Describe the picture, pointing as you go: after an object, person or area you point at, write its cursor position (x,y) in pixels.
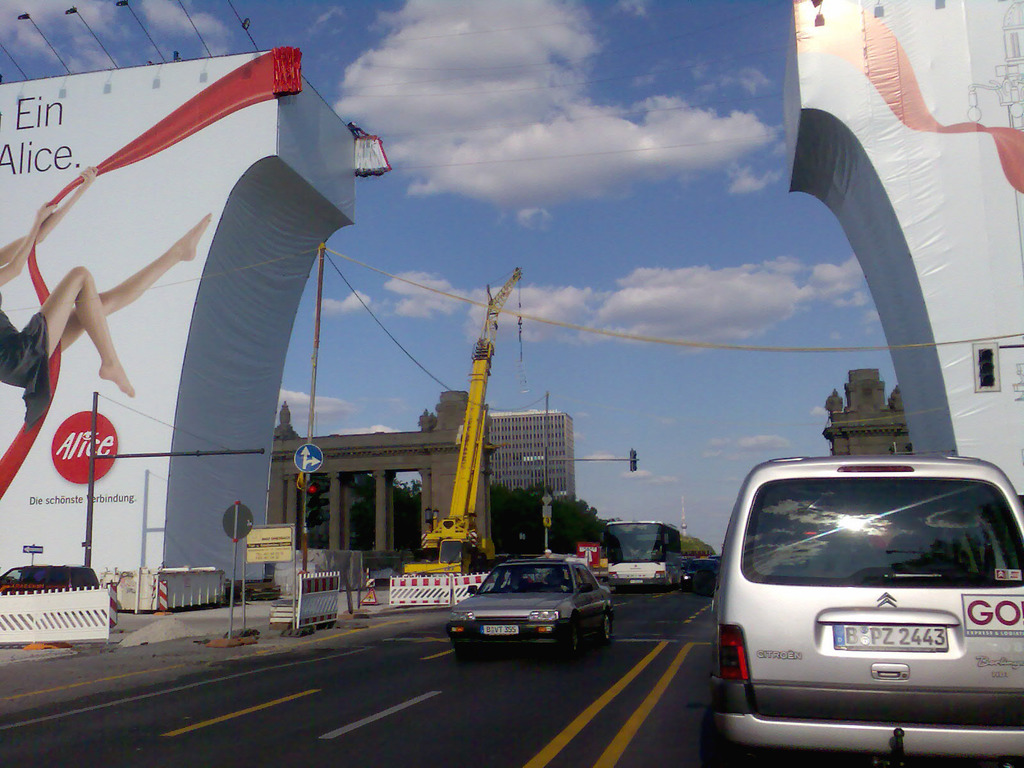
In this picture we can see vehicles (793,610) on the road (551,708). Here we can see poles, boards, hoardings (952,169), traffic signal (311,486), crane (500,313), pillars (453,473), trees (578,516), and buildings (863,438). In the background (544,358) there is sky (714,212) with clouds (688,296).
